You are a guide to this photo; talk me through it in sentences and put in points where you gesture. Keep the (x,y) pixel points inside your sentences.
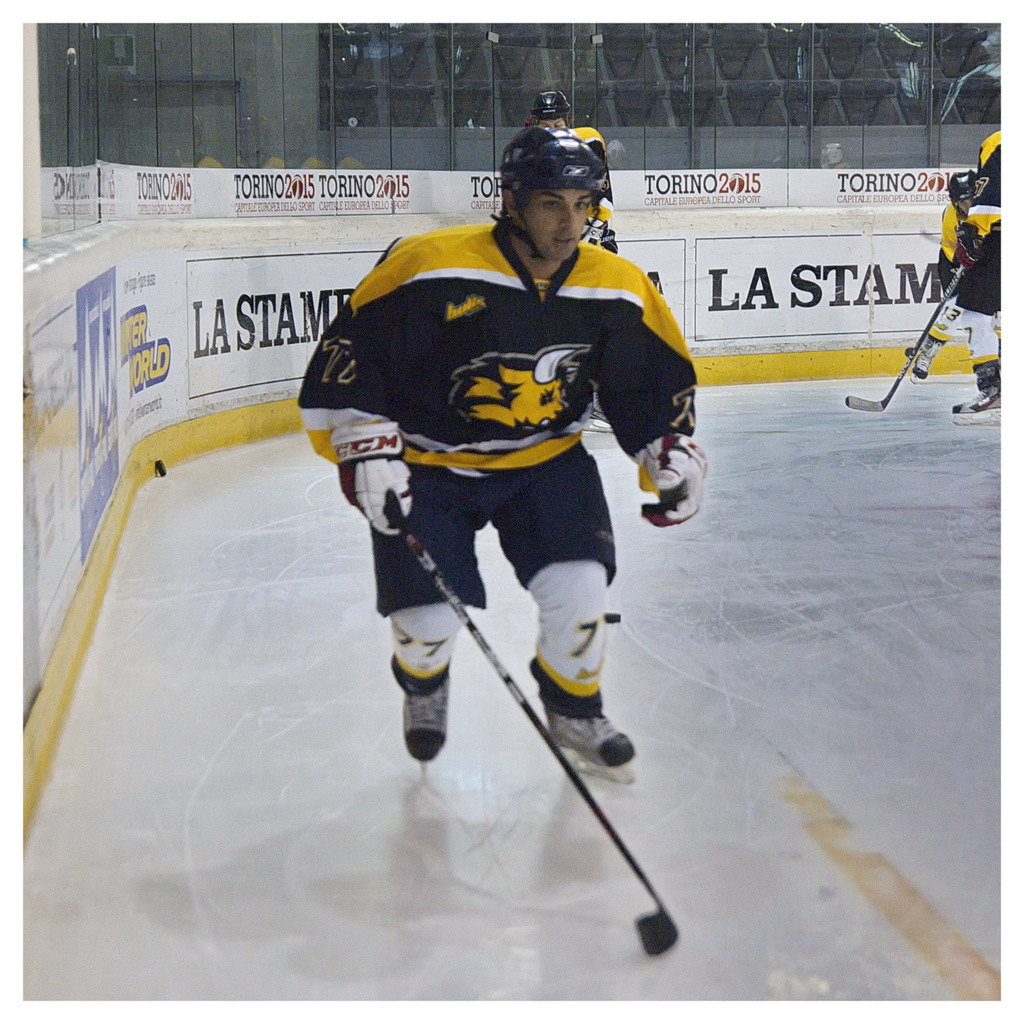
In the image in the center (455,488) we can see few people (491,429) were ice skating and they were wearing helmet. In the background (104,179) we can see banners (57,332) and glass (393,135).
